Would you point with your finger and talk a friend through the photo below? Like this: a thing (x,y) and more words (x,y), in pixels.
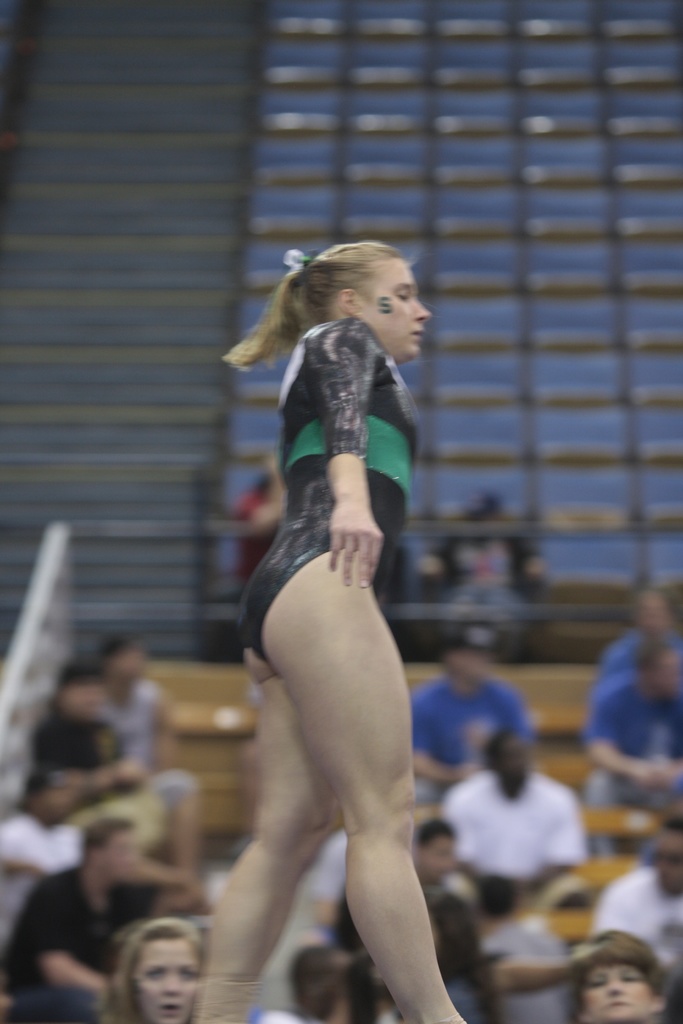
This image consists of a woman (386,670). It looks like she is performing gymnastics. In the background (663,902), there are many people (46,943). And it looks like a stadium (500,479).
